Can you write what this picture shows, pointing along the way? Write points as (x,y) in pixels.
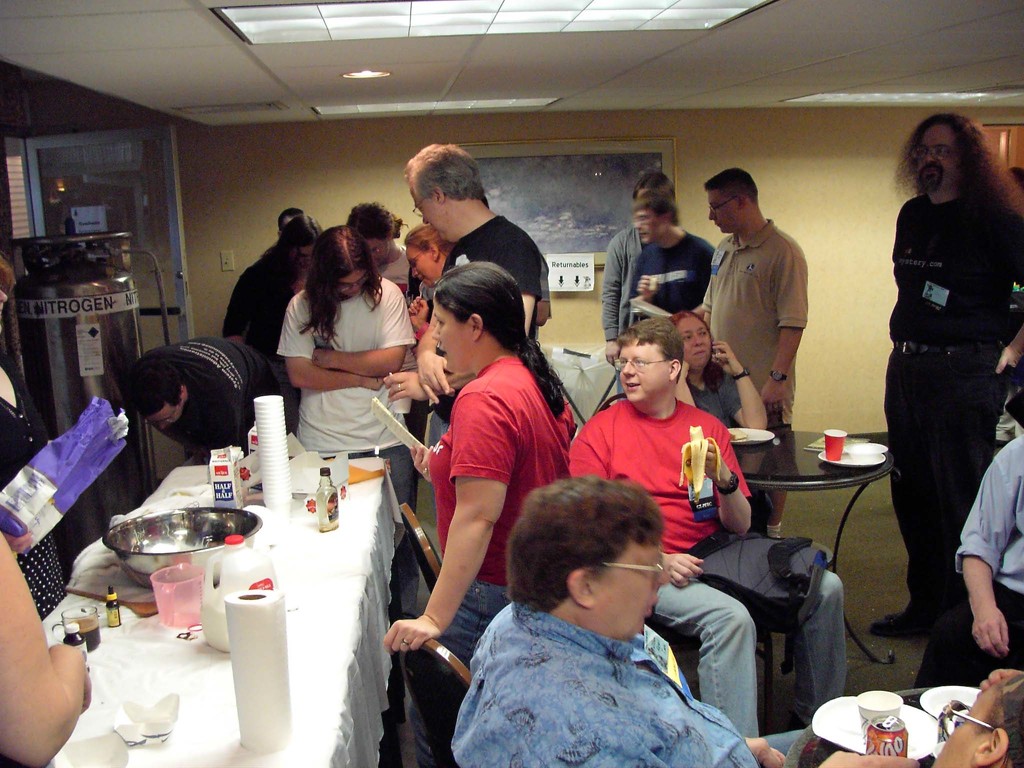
People (1,305) are present in a room (719,710). some of them are seated. There are black tables (800,479) on which there plates (915,715), can (888,743), glasses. A person (724,478) is eating a banana (699,468). There is a table (322,536) at the left (329,516) on which there are glasses (277,500), jug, tissue roll (255,725) and other objects (207,532). There is a photo frame (604,173) on the wall (824,162).
